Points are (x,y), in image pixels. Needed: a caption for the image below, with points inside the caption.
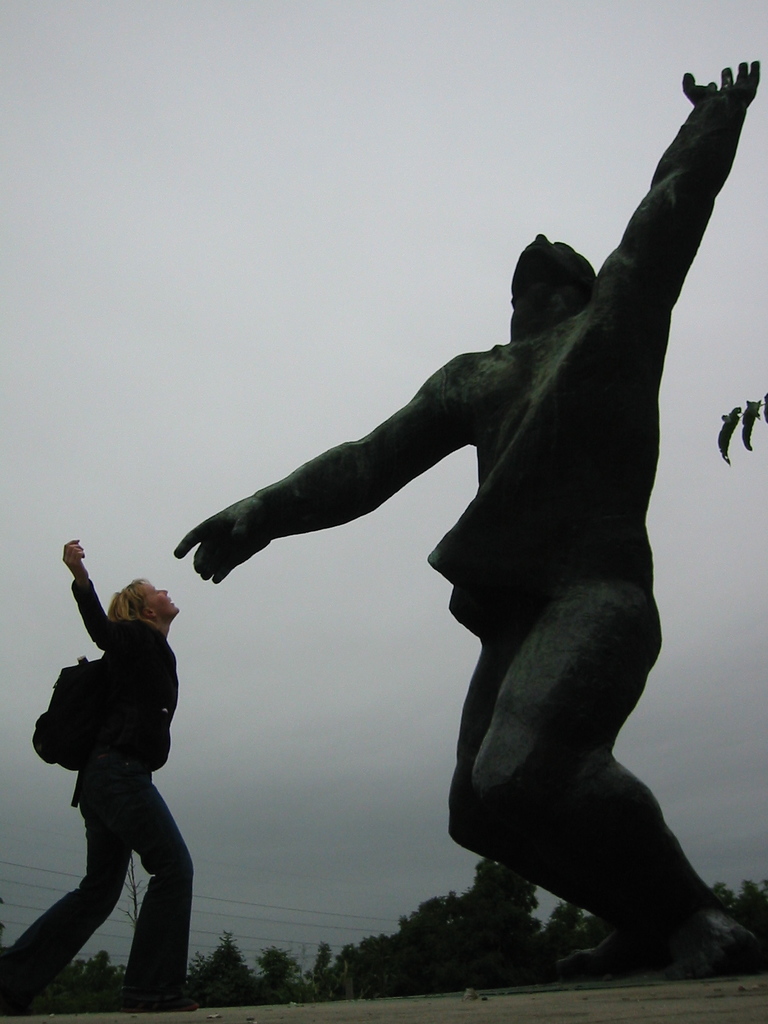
On the right side of the image (636,488) we can see a statue (518,436). On the left (101,763) there is a lady (115,767) standing. She is wearing a backpack (53,722). In the background (301,980) there are trees (419,942) and sky (369,599).
